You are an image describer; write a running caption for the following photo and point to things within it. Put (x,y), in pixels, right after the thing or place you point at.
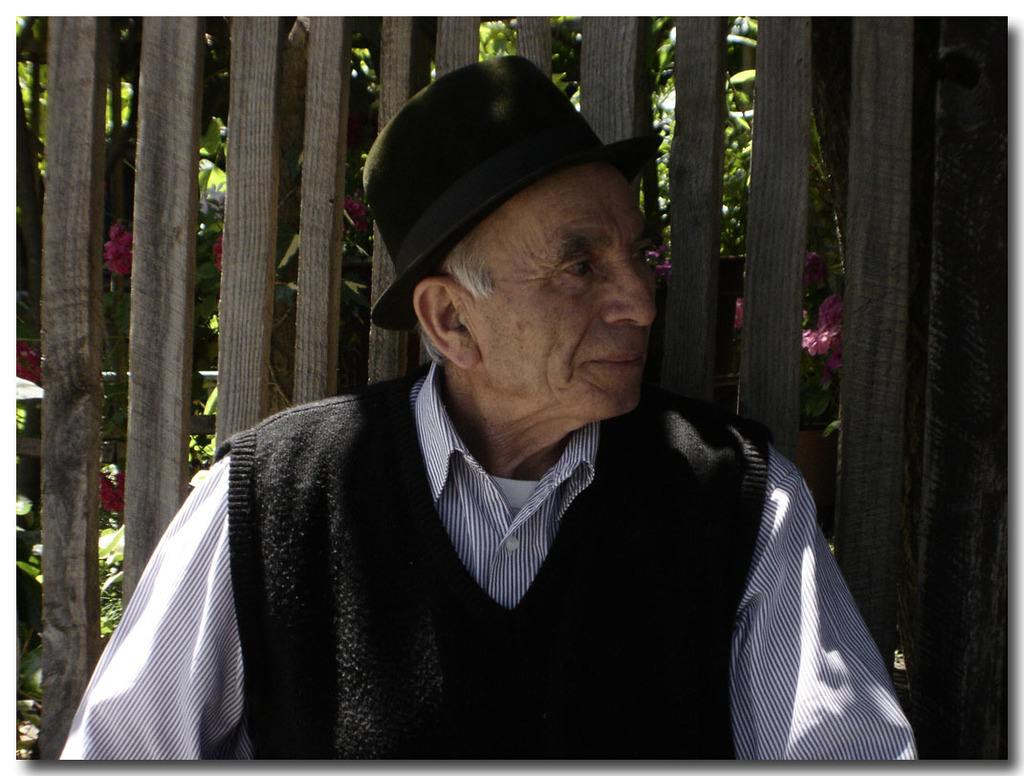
this picture shows a man (682,719) with a hat (517,166) on his head (505,173) and a wooden fence (178,412) back to him and few trees (364,50) around.
